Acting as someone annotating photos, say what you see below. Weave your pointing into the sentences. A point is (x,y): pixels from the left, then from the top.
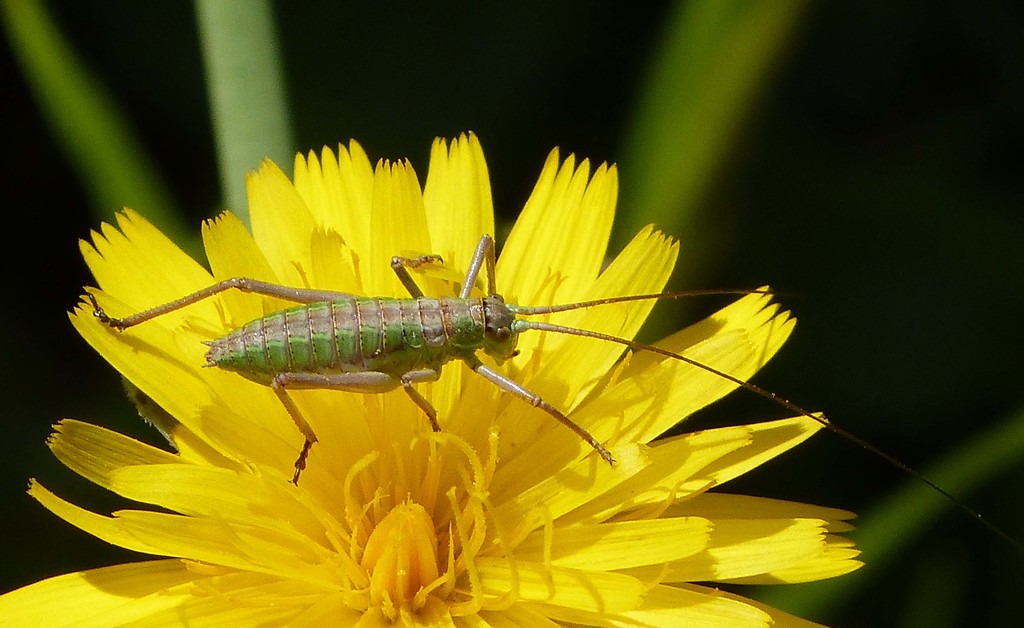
In this picture there is an insect (319,343) on the yellow color flower (434,387). At the bottom (625,605) there are petals (315,616).
